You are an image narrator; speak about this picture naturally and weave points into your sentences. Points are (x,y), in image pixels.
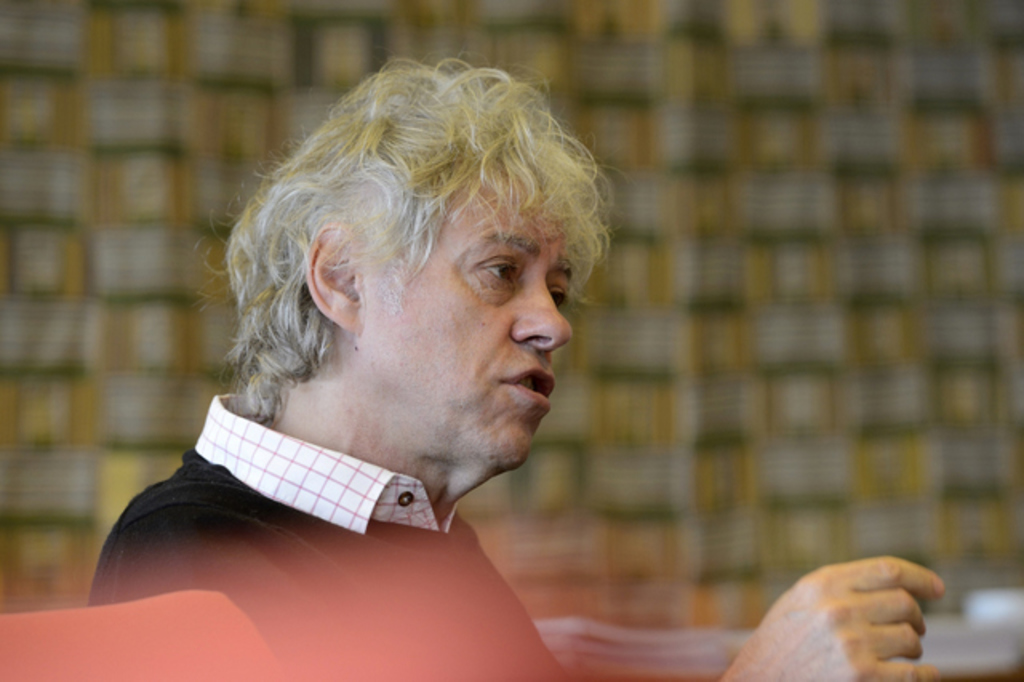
In this image we can see a man (449,423) sitting.
